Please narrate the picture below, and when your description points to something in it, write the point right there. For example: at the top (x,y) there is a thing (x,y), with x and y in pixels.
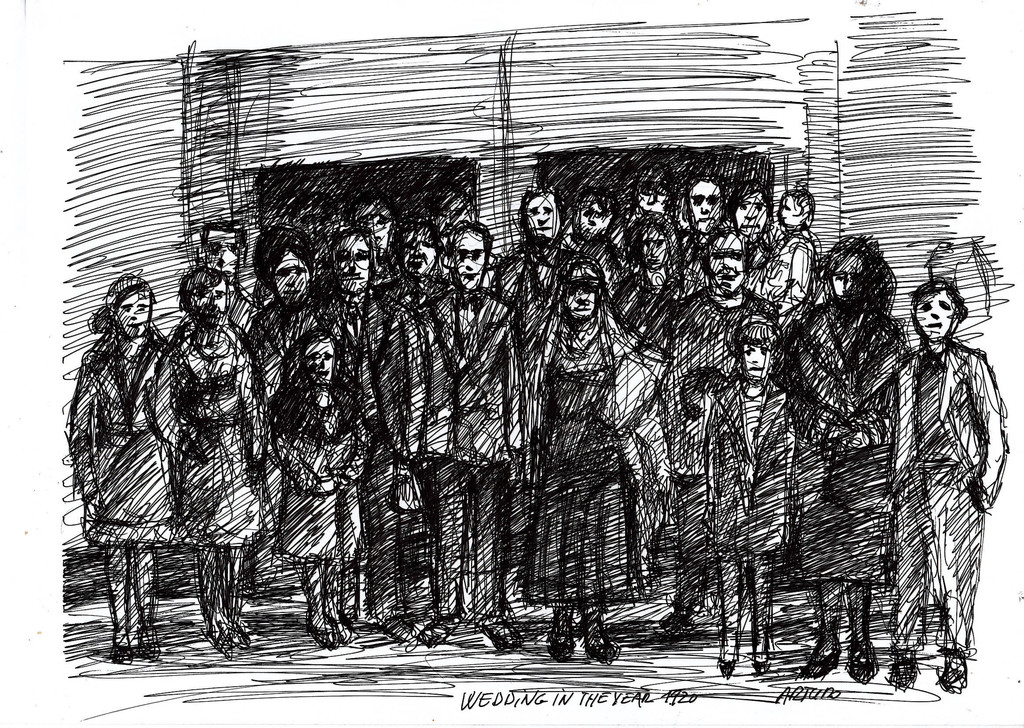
In this image there is an art (961,471), at the bottom (817,691) there is some text (478,705).
